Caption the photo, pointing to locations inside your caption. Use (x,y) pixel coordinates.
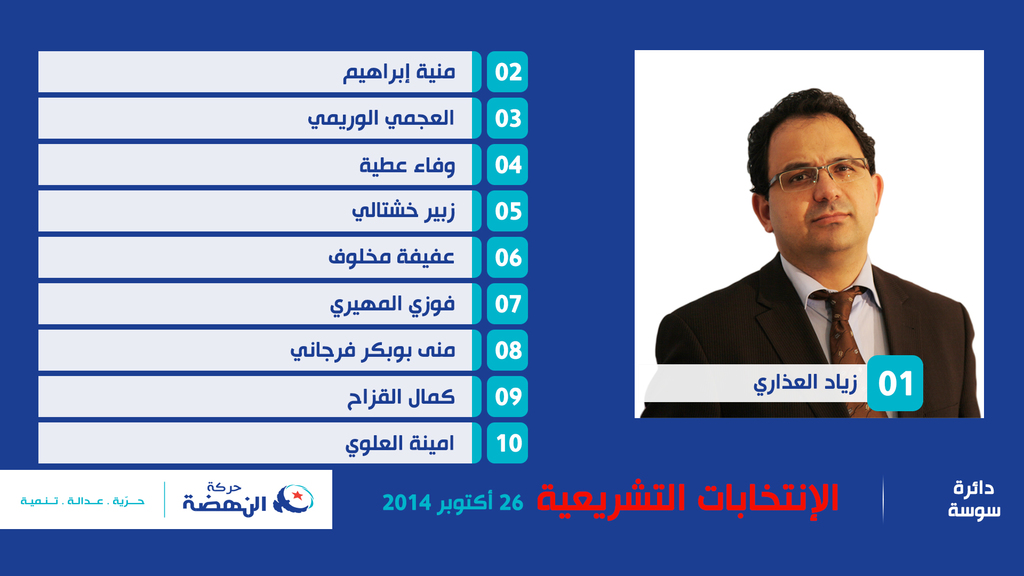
This picture consists of a person image (844,134) on the right side (843,148) and on the left side (325,314) there is a script (441,314) and numbers (502,339), at the bottom (313,486) there is a logo (286,511).
